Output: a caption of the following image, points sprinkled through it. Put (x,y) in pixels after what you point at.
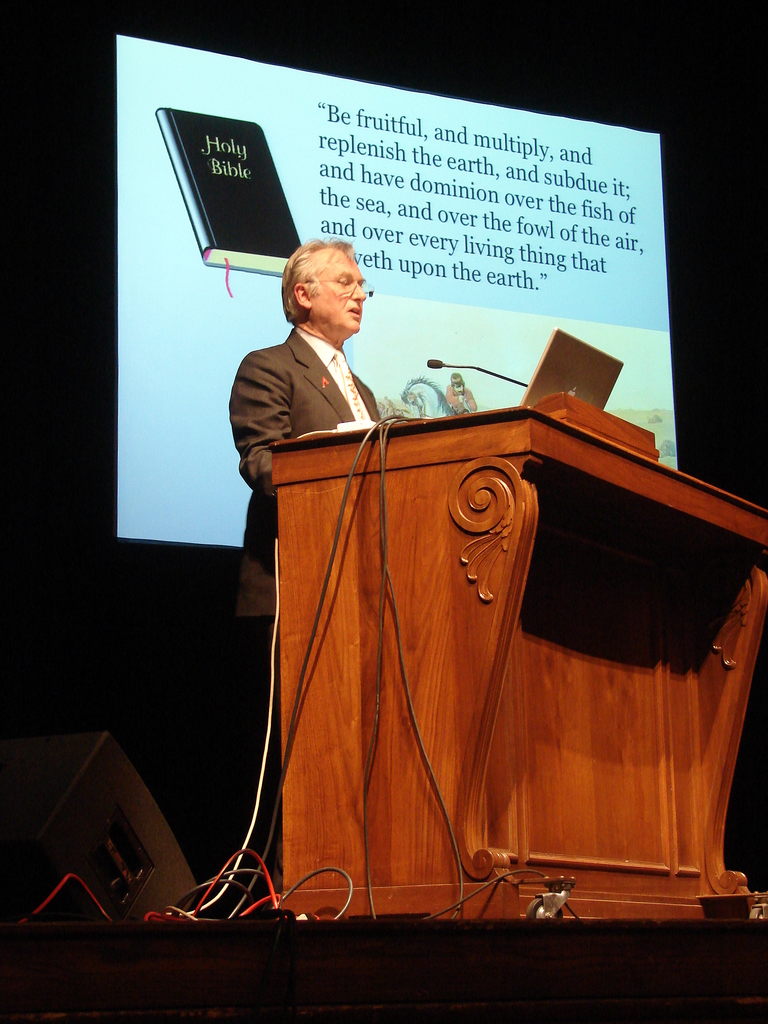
In the background (460,295) we can see a screen (470,214). We can see a man (305,263) wearing a shirt (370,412), tie (359,399), blazer (321,405), spectacles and standing near to a podium (501,447) and talking. On a podium (560,400) we can see a laptop (548,362) and a microphone (468,367). In this picture we can see the wires (253,823) and a device (97,763).
